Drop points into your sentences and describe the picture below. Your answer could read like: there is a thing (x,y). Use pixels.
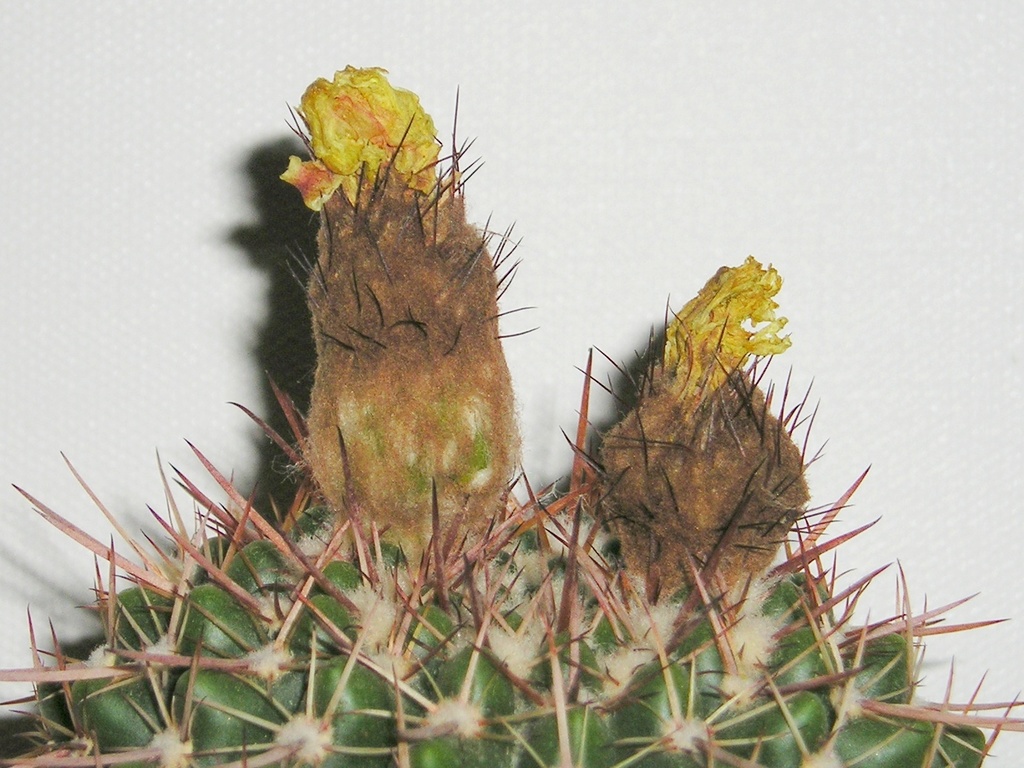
In this image I can see a cactus plant (531,564) along with the flowers (343,168) which are in yellow color. The background (875,157) is in white color.
